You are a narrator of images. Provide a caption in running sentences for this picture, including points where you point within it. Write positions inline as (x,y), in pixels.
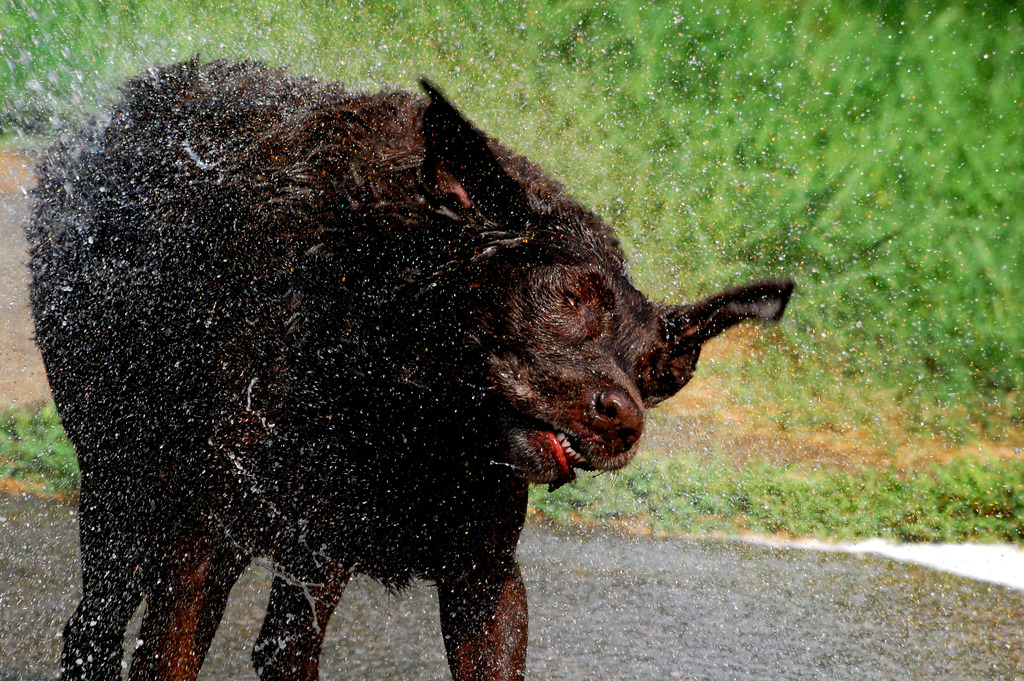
In this image I can see a road (540,630) in the front (601,560) and on it I can see a black colour dog (565,209) is standing. I can also see water (6,273) in the front (392,391) and in the background (1015,210) I can see grass (556,493).
